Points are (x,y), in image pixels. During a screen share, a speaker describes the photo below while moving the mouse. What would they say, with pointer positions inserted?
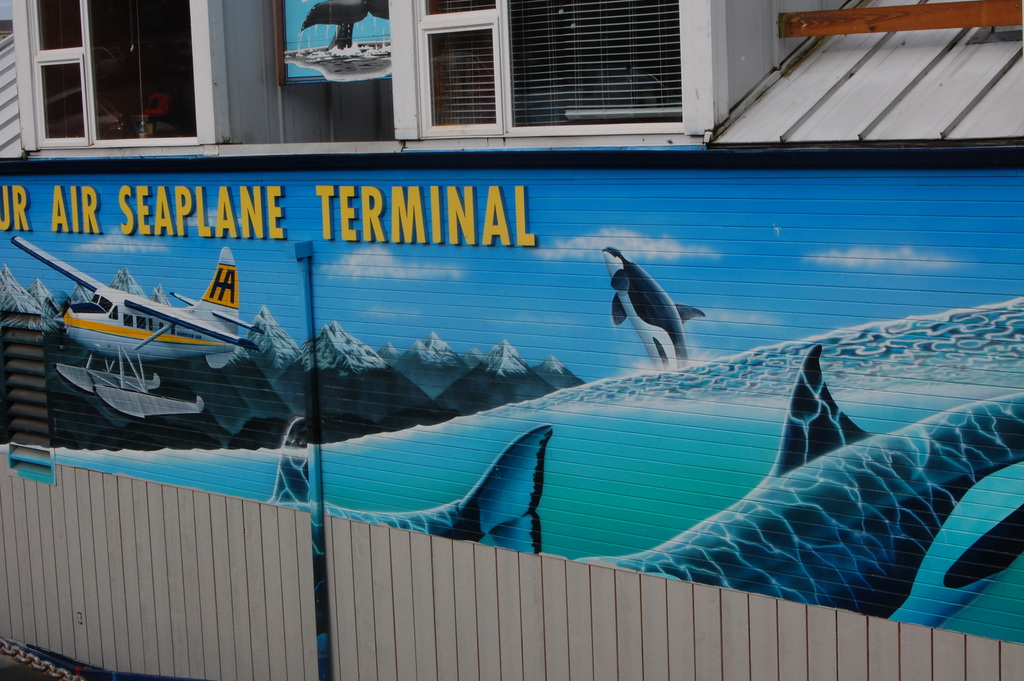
In this image we can see a structure (216,108) looks like a building (638,72), there are windows (464,56), a wooden stick (865,29) and a wall (770,286) with painting (281,352) and text (434,229) at the bottom (203,457).
